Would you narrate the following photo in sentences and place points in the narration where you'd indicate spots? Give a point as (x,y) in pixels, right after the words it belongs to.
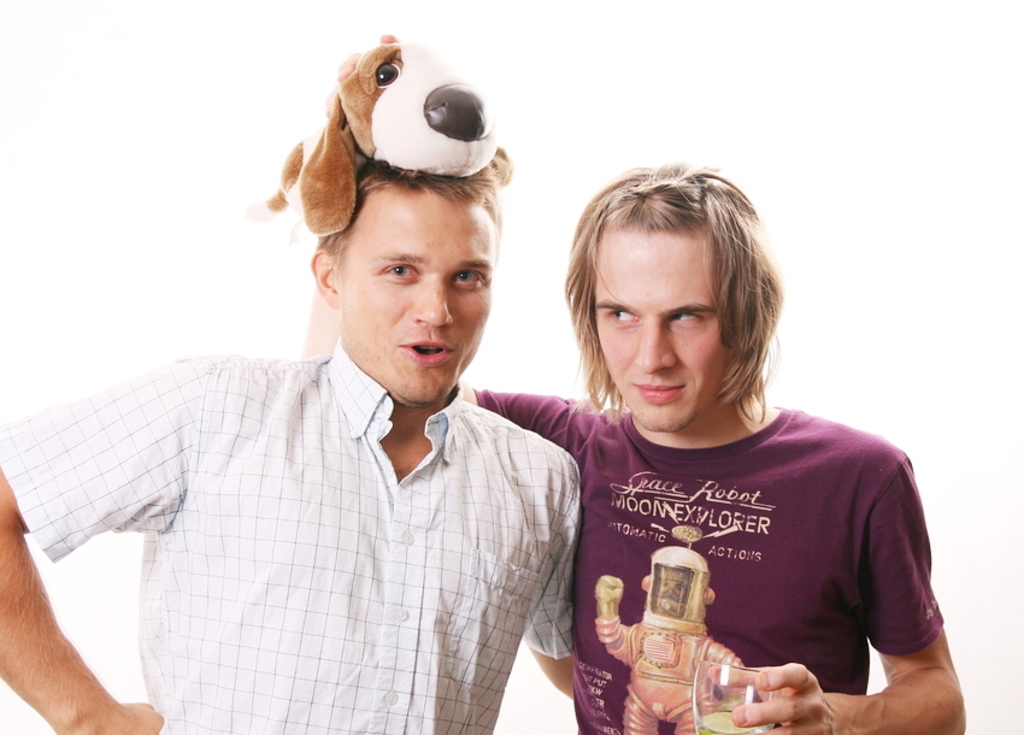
There are two men (545,509) standing side by side. The man (352,538) with white checks shirt (352,581) is standing to the left (313,603). On his head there is a dog (398,100). To the right side (752,475) there is a man (778,498) with violet color t-shirt (749,534) holding a glass (723,709) in his hand (770,706).
